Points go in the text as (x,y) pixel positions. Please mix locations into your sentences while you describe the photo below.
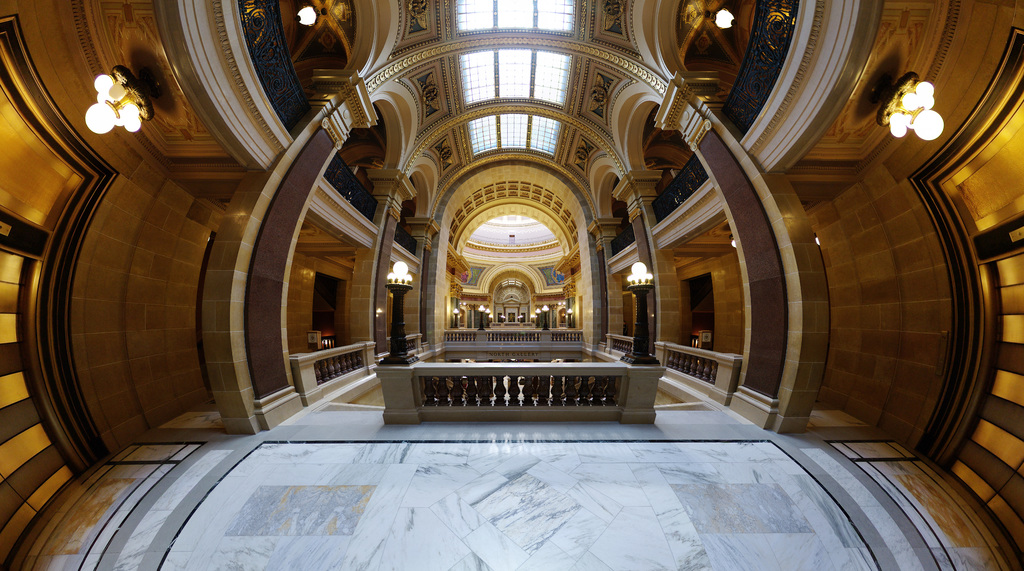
A picture inside of a building (726,474). In this buildings (655,166) we can see lights (103,84), wall (101,304), pillars (598,334), fence (547,332) and roof (505,121).
